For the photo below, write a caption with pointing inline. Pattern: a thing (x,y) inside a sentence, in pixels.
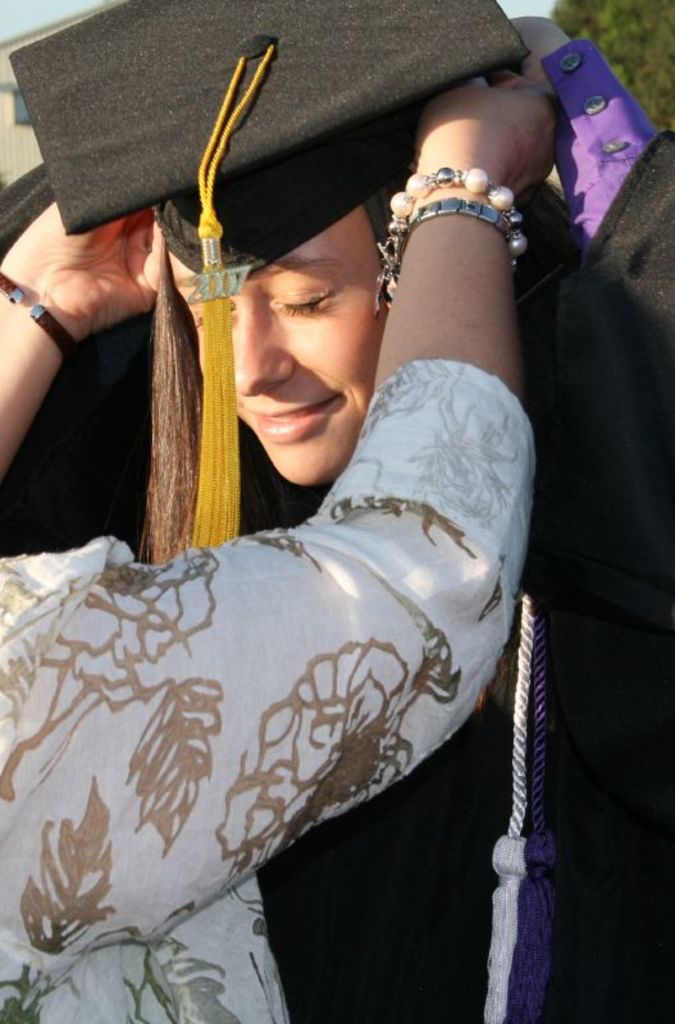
In the picture we can see a woman (585,792) standing and closing her eyes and a person (92,736) is placing a graduation cap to her.
